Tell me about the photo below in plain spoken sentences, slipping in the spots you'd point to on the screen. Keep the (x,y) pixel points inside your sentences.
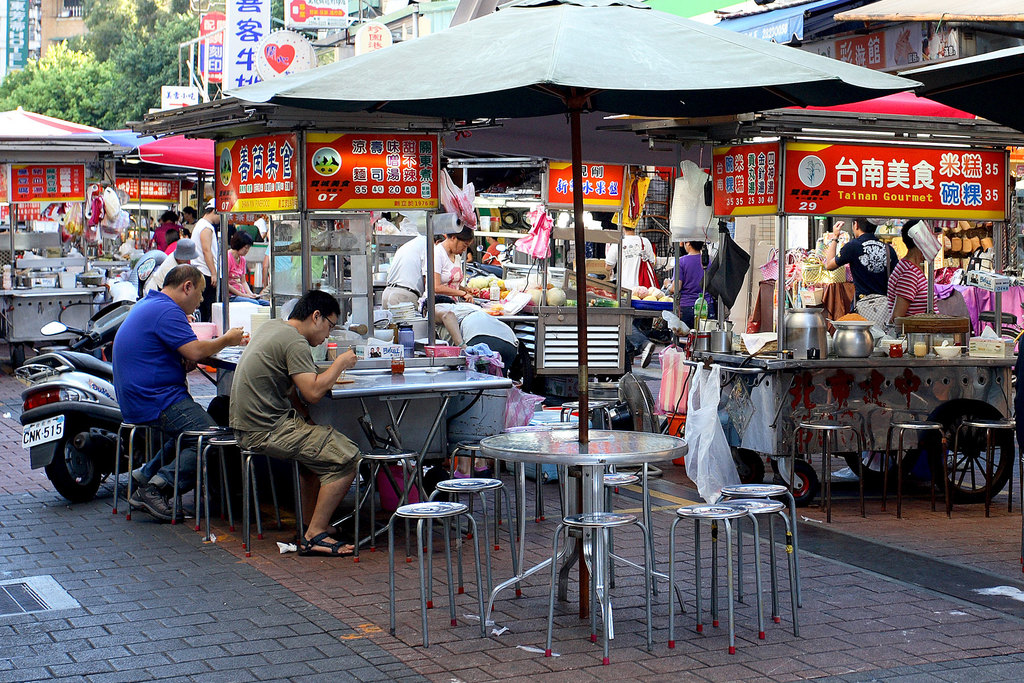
There are tables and stools (602,539). On the stools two persons (181,382) are sitting. Also there is a tent (481,67). On the left side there is a scooter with a number plates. There are many food stalls (262,186). Also there are many people (215,199). Inside the food stalls (569,239) there are vessels (799,330), food items (855,317) and many other things (818,286). In the background (284,42) there are trees (146,54) and banners (296,38).
